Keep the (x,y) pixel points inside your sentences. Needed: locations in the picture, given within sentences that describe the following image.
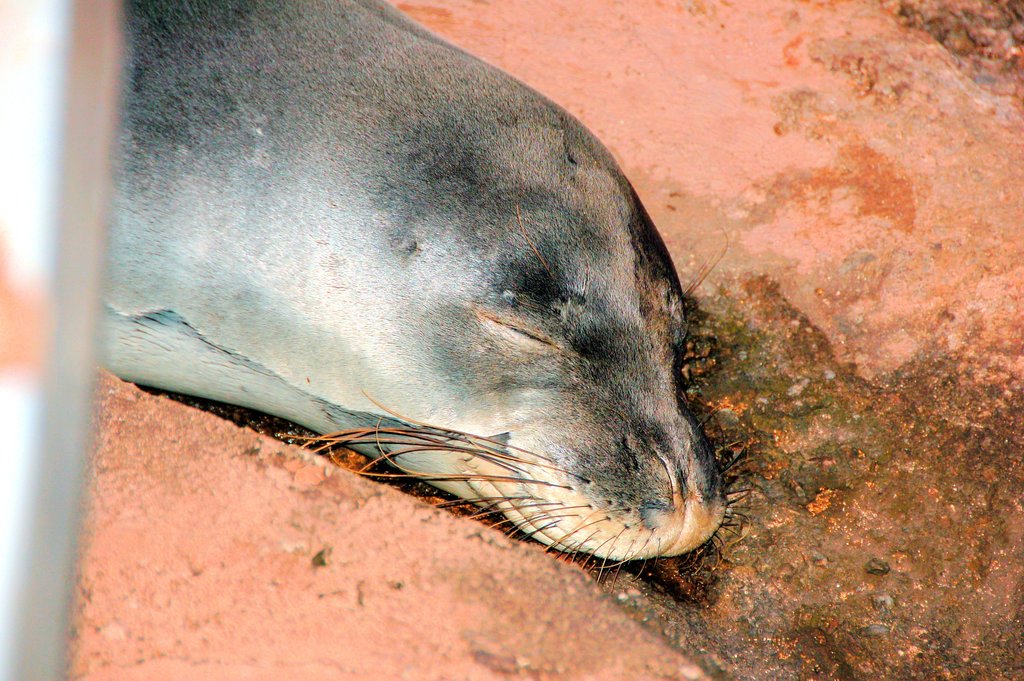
On the left side (330,77), there is an animal (666,370) having closed its eyes (519,318) and lying on a surface (599,596) and there is a gray color object (66,272). And the background (589,32) is pink in color.
